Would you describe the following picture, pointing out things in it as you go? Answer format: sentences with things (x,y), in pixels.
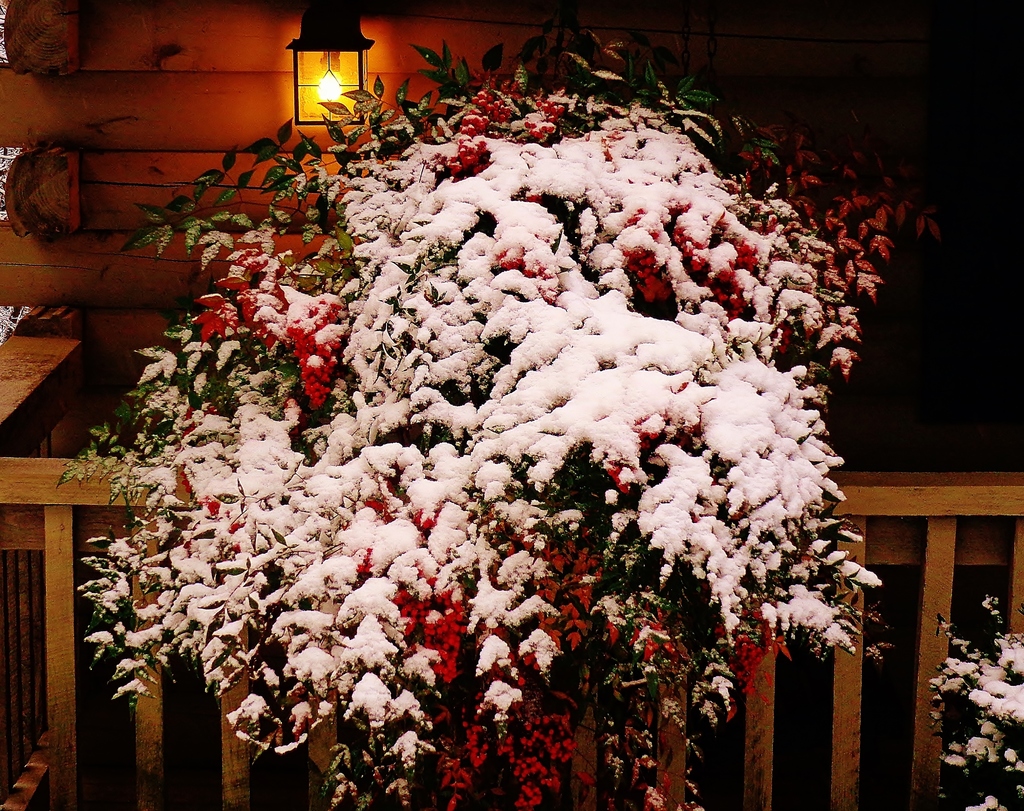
In the centre of this image (372,348) I can see a plant (491,353) and on it I can see snow (531,374). I can also see wooden railing (66,484) under this plant (441,395). On the right side of this image (977,647) I can see one more plant (967,654) and in the background (332,24) I can see a light (321,12).
